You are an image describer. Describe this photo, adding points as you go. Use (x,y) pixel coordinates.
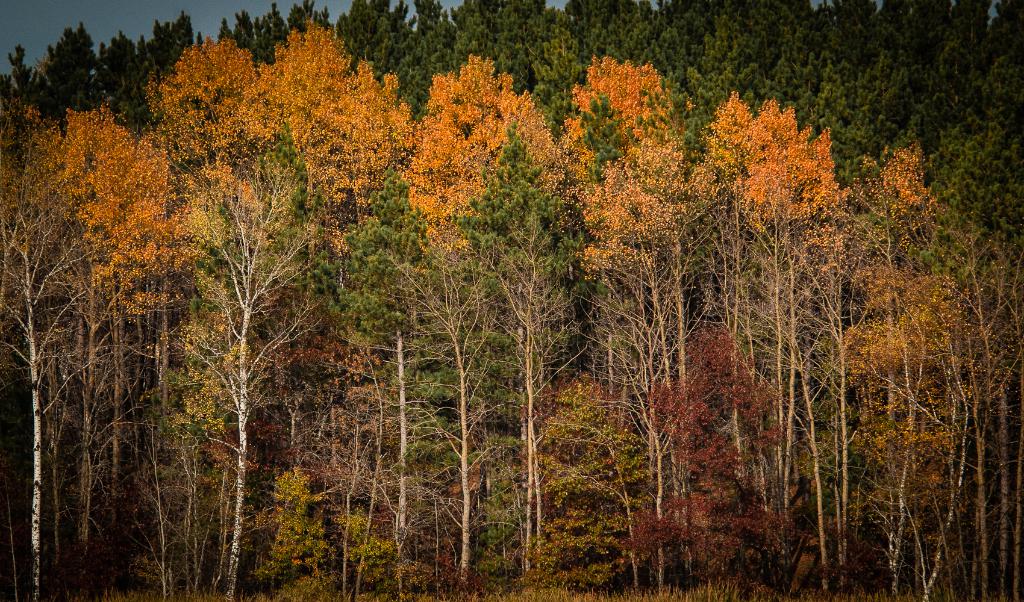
In the image we can see some trees (471,15).
